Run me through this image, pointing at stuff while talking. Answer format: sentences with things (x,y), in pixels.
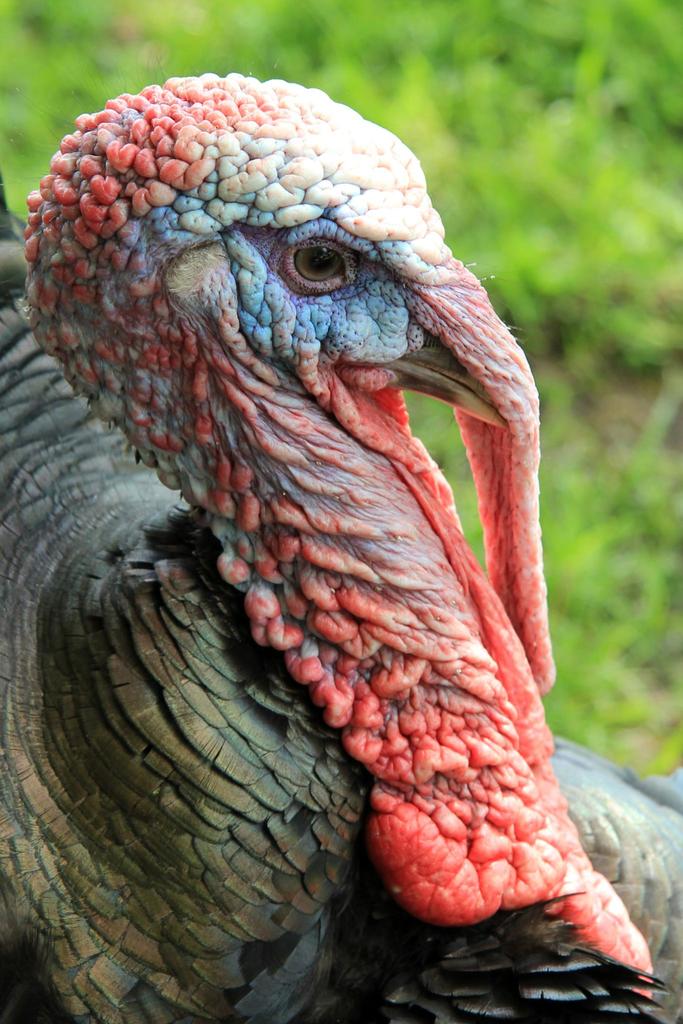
In this image we can see a bird (353,617).
